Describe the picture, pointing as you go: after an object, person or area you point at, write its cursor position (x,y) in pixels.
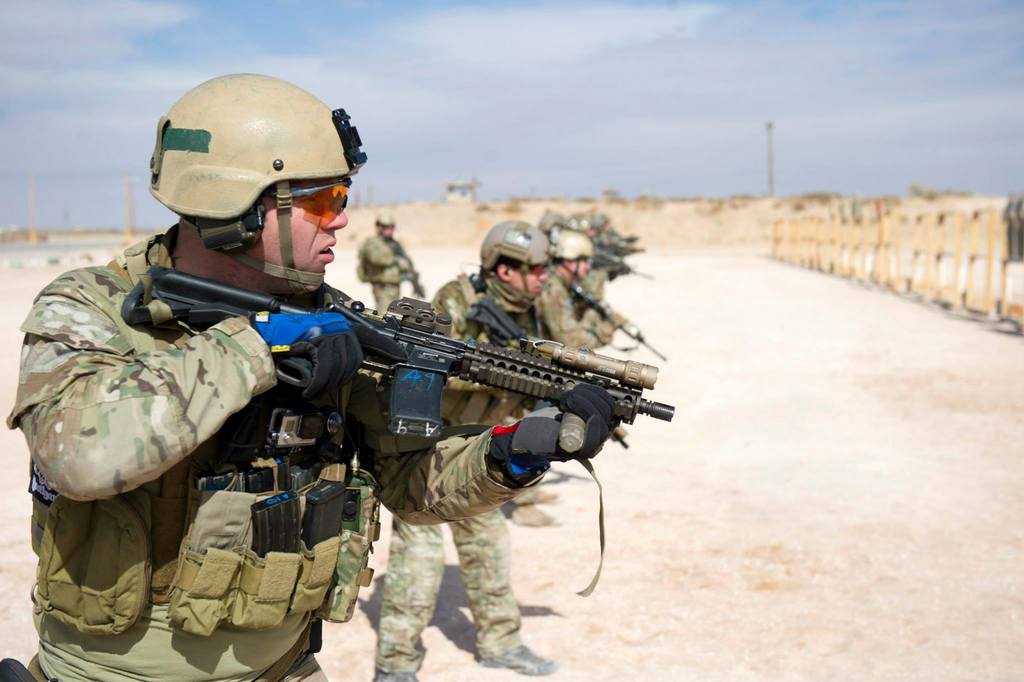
This picture is taken from outside of the city. In this image, on the left side (234,393), we can see a group of people (598,296) standing on the land (437,610) and holding guns (440,320) in their hands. On the right side (820,215), we can also see a wall (1001,260). In the background (33,212), we can see some poles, building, trees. At the top (646,73), we can see a sky (591,58) which is a bit cloudy, at the bottom (800,501), we can see a land (899,608) with some stones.
